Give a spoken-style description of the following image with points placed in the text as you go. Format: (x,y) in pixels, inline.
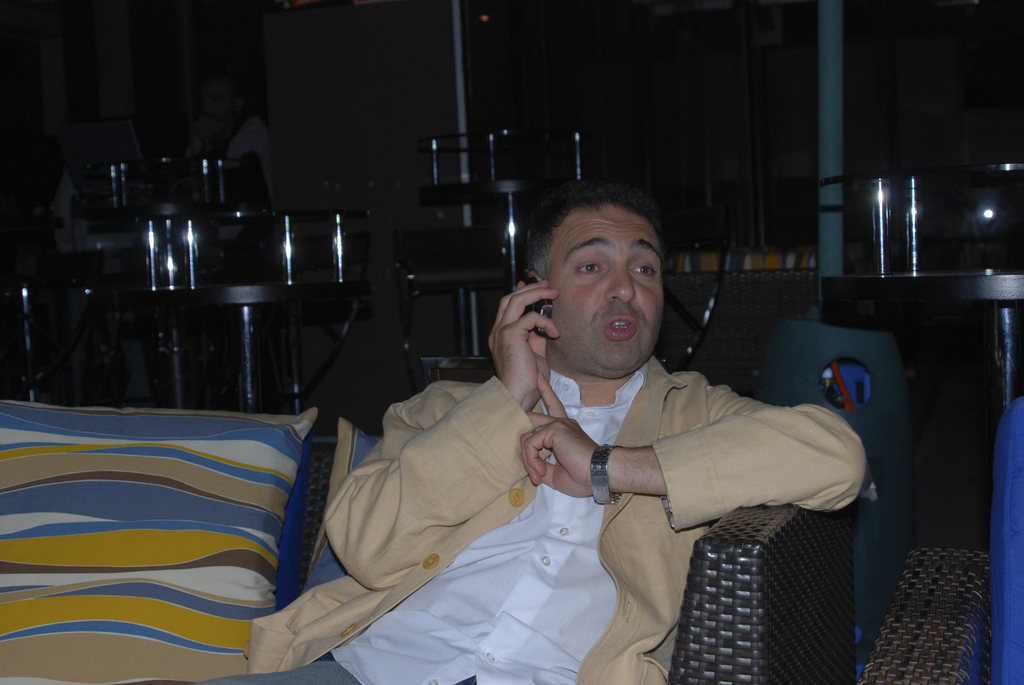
In this image we can see a man (530,508) wearing watch (600,487). He is talking on a phone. There is a sofa (698,613) with pillows (276,521). In the back (289,317) there are chairs (284,280). Also there is a person (223,129) with a laptop (112,133). And it is looking dark in the background (621,104).
